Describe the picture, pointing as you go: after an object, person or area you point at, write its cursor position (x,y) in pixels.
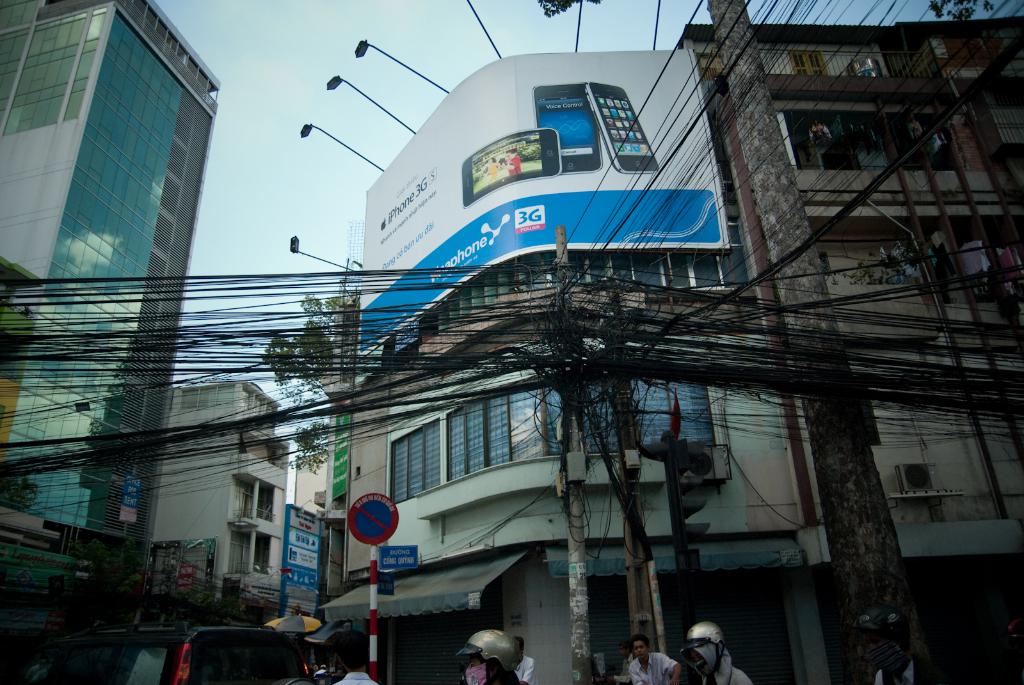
There are electric poles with wires (530,300). Also at the bottom (144,635) we can see a vehicle (221,646), sign board (361,521) with pole (372,606) and few people (531,665). Some are wearing helmets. In the back (423,285) there are buildings (508,494) with name boards (467,217) and lights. Also there is a tree (307,305) and there is sky (263,95).
